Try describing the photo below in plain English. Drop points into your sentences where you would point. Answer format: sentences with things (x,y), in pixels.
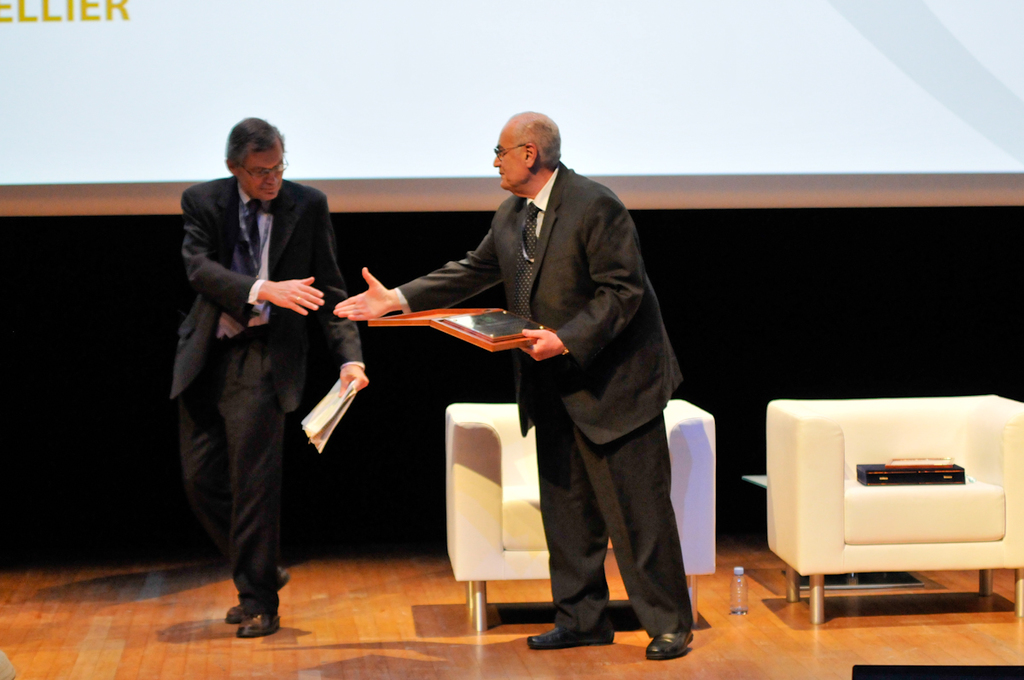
In this image two persons (629,315) are standing on the floor (289,618) having two chairs (798,504) and a bottle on it. They are wearing suit (188,238) and tie (251,242). Person (319,293) at the left side of image (240,400) is holding few papers (336,410) in his hand (355,371). Beside there is a person (509,289) holding some object (480,313) in his hand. Chair (839,564) is having some object (898,469) on it. Top of image (648,198) there is a banner (110,35).
